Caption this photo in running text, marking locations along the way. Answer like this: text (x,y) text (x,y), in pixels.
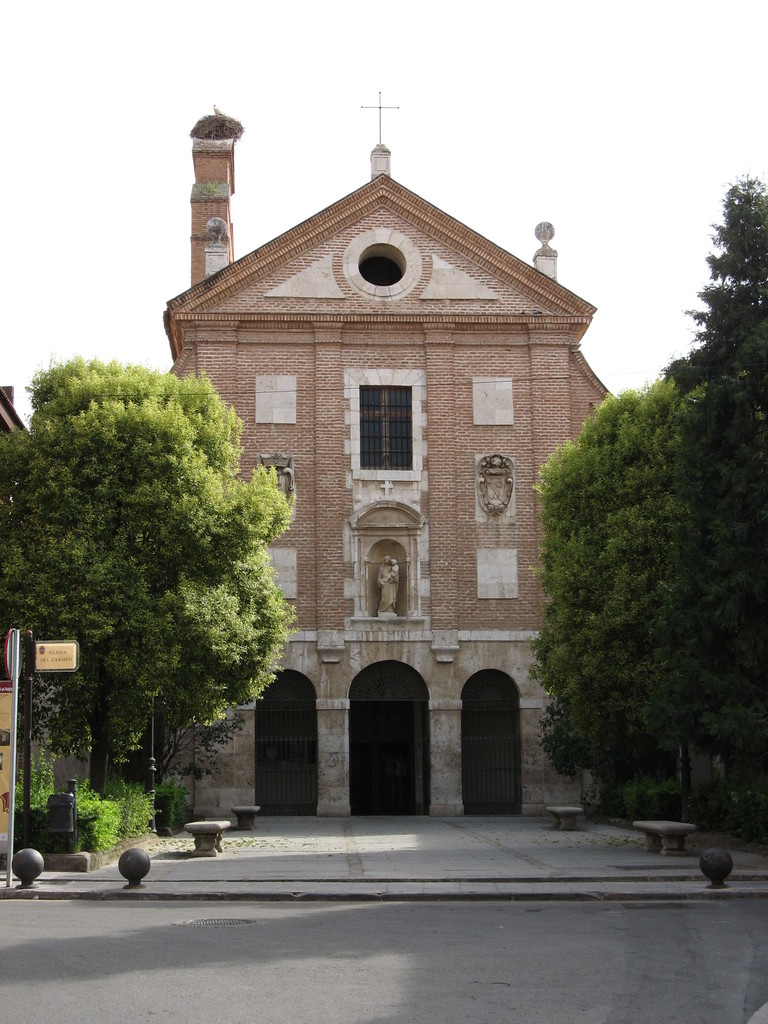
At the center of the image (385,463) there is a church (412,517). On the left (121,476) and right side of the image (640,551) there are trees (738,717) and there are a few benches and few rods (722,874) are placed in front of the church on the surface (190,867). On the left side of the image (15,426) there is another building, in front of the building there is a pole (14,783) with some board (55,660) are attached to it. At the bottom of the image (294,934) there is a road (645,927). In the background (487,190) there is the sky (487,190).
